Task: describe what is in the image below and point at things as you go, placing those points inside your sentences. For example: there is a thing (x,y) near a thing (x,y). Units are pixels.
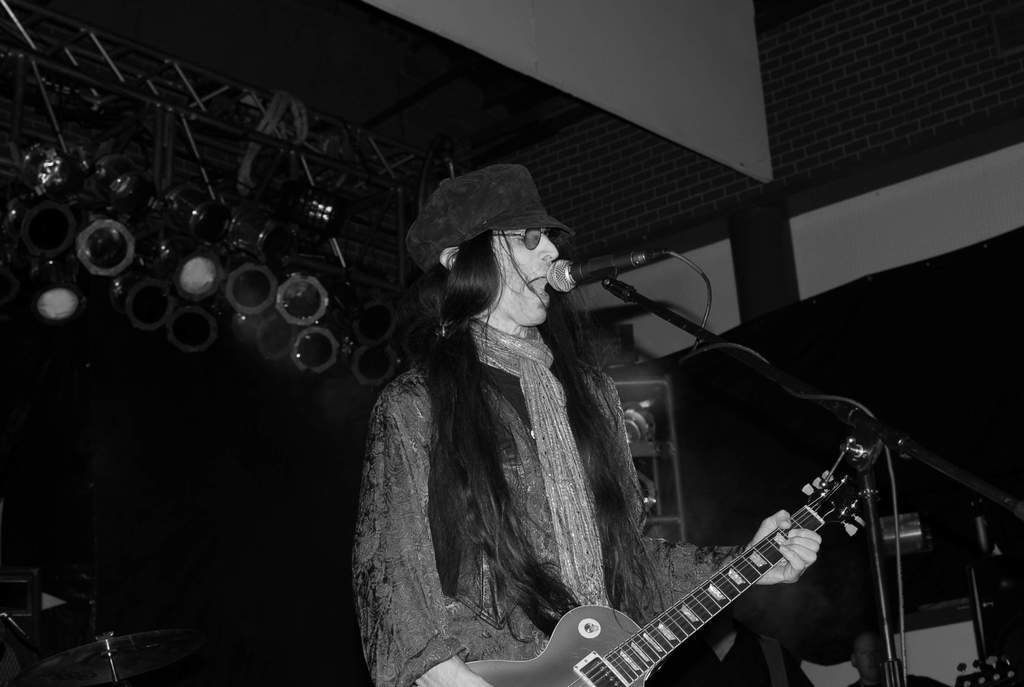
In the picture we can see a person (533,341) standing near the microphone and holding a guitar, the person (518,240) is having a long hairs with black cap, in the background (213,142) we can see some lights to the stand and some musical instruments (92,650) on the floor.
